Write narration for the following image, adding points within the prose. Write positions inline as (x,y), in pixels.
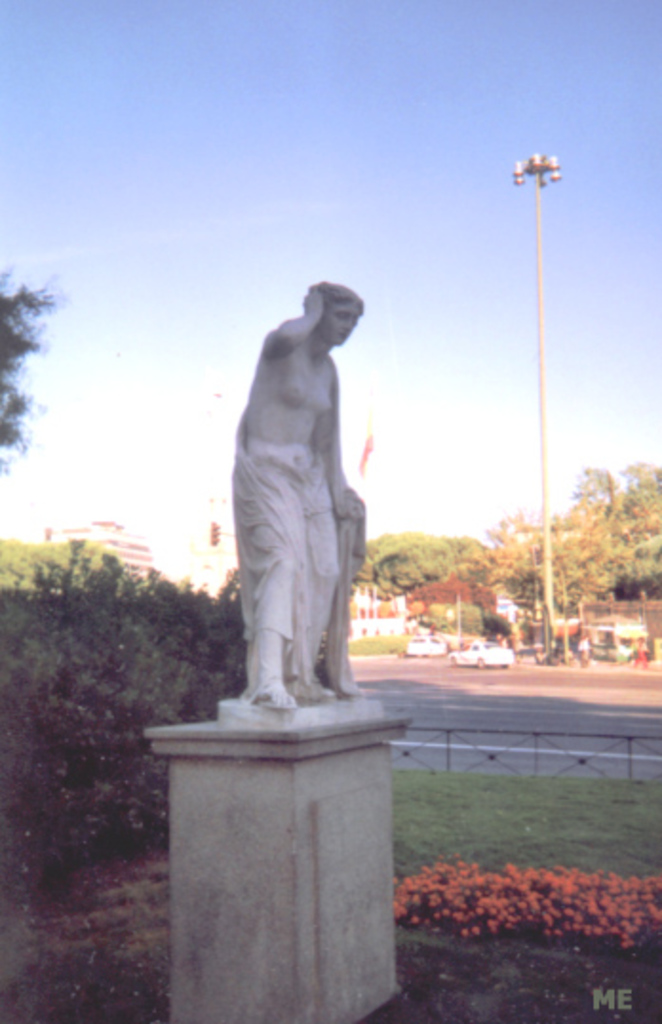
In this image, we can see some trees (633,535) and plants (573,895). There is a statue (307,726) in the middle of the image (338,660). There is a pole (547,491) on the right side of the image (547,541). There is a sky (451,494) at the top of the image (403,96).
